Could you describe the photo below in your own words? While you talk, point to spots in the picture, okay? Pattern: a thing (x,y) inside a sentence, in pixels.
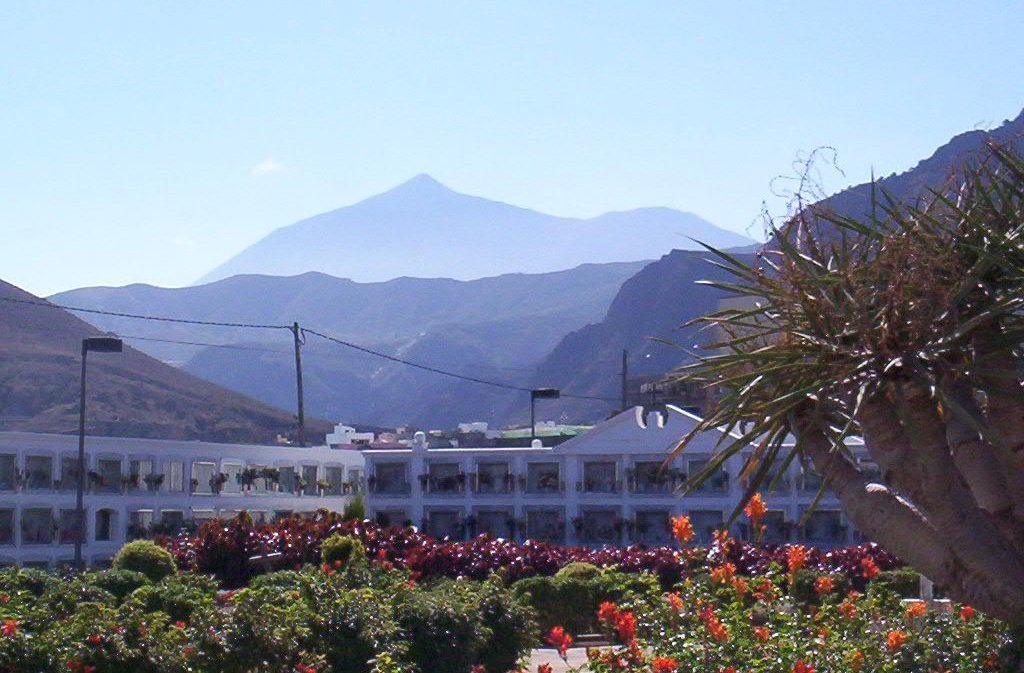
In the foreground of the picture (436,581) there are plants (717,576), trees (971,527) and flowers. In the middle of the picture (567,439) there are buildings (97,438), poles (103,343) and cables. In the background (449,335) there are mountains (526,251). At the top (442,87) it is sky (448,104).
